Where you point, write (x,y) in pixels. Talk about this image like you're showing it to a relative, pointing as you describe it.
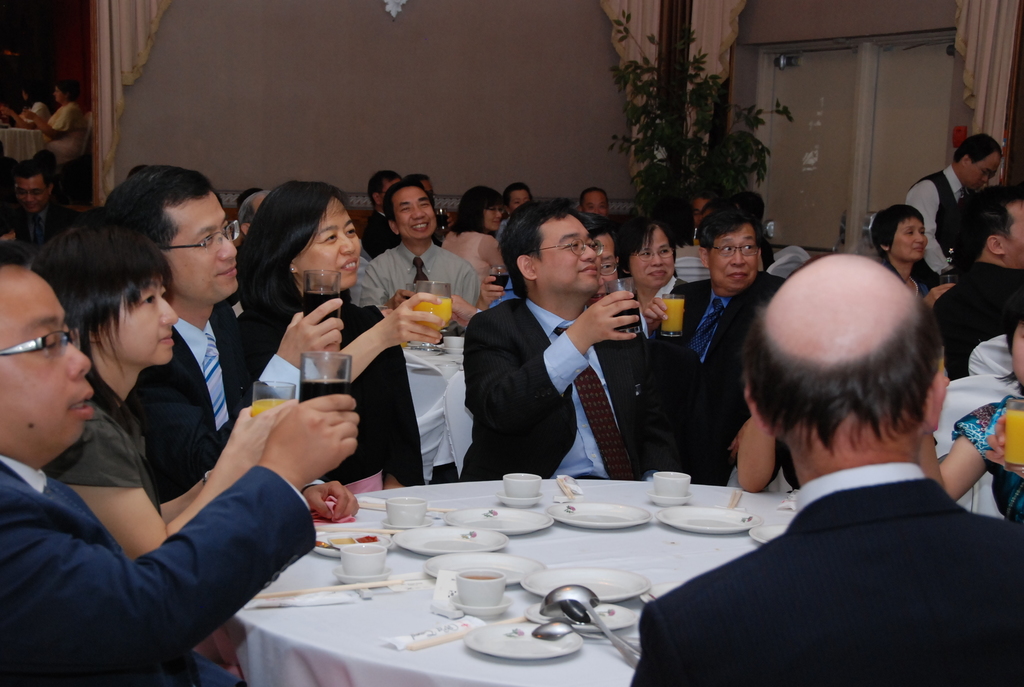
In this image there are group of people (833,635) there are so many people (833,635) sitting around the table (472,678) holding juice glasses (314,367), also we can see there are some empty plates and coffee cups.
